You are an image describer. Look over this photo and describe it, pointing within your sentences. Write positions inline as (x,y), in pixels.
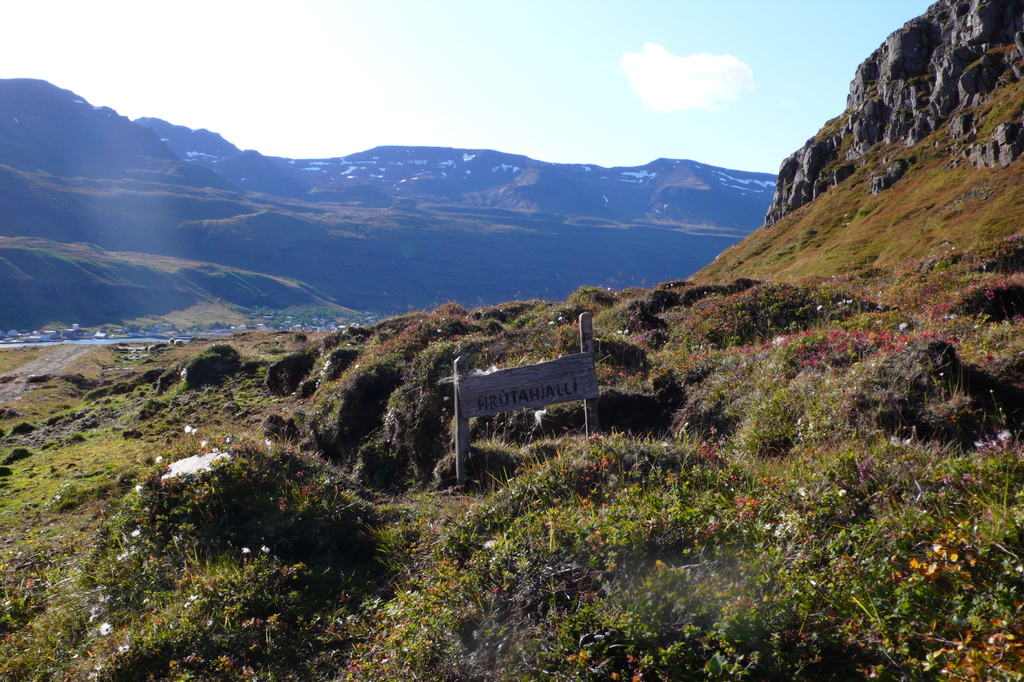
In this image there is a name board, plants (540,529) with flowers (997,441), hills (19,121), trees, and in the background (648,28) there is sky (630,29).
